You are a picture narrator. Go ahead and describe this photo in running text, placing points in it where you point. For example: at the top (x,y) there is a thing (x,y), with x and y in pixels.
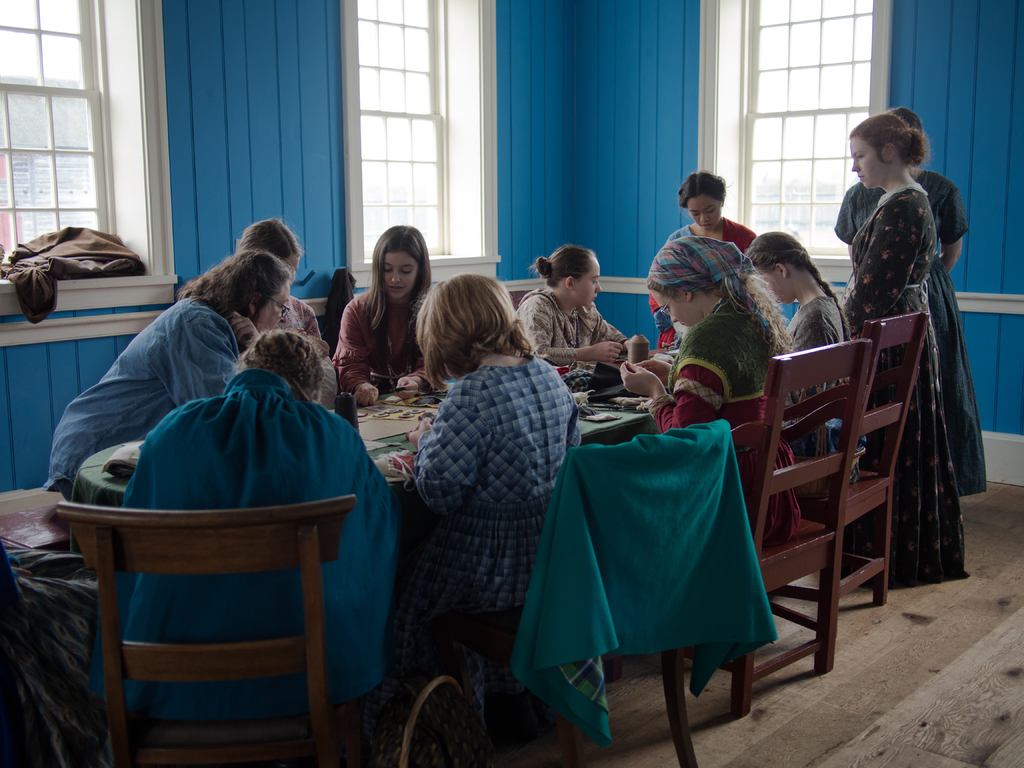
Persons (551,351) are sitting on the chair (839,511) and on the table (394,441) we have paper (401,429) and in the back (782,119) there are windows (792,108) made of glass (774,145).
